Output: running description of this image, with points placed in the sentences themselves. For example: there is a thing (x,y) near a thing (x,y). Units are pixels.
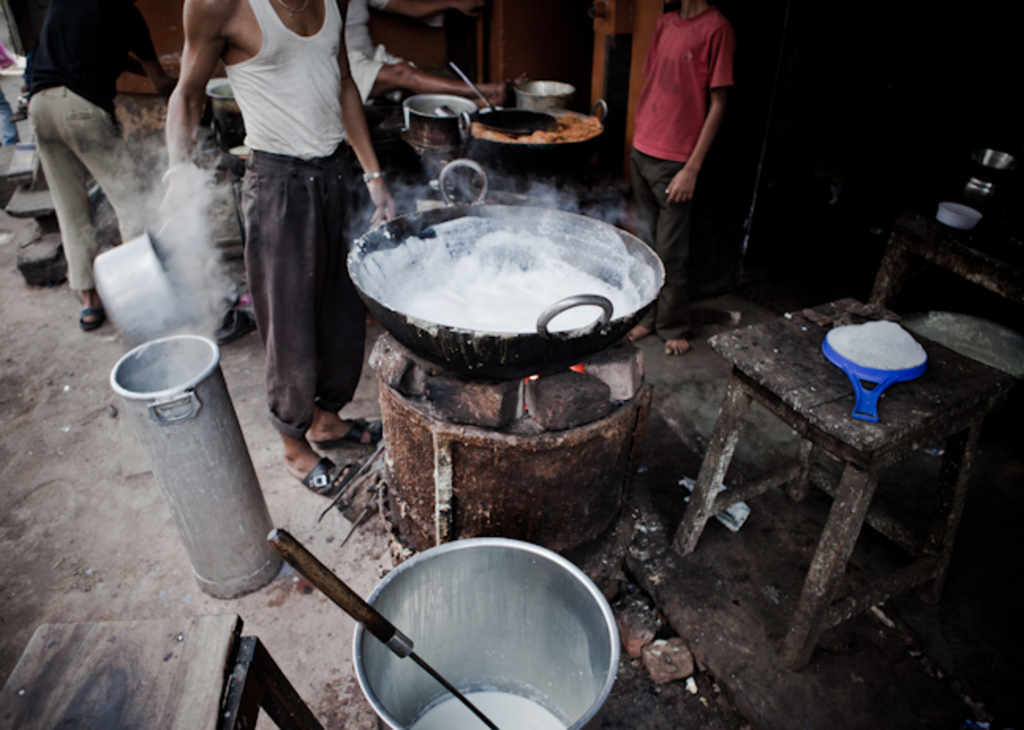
In the image we can see there are people (191,113) standing and wearing clothes (259,150). Here we can see food containers (518,622), stool (743,379), food item (528,286) and many other things (570,160).
